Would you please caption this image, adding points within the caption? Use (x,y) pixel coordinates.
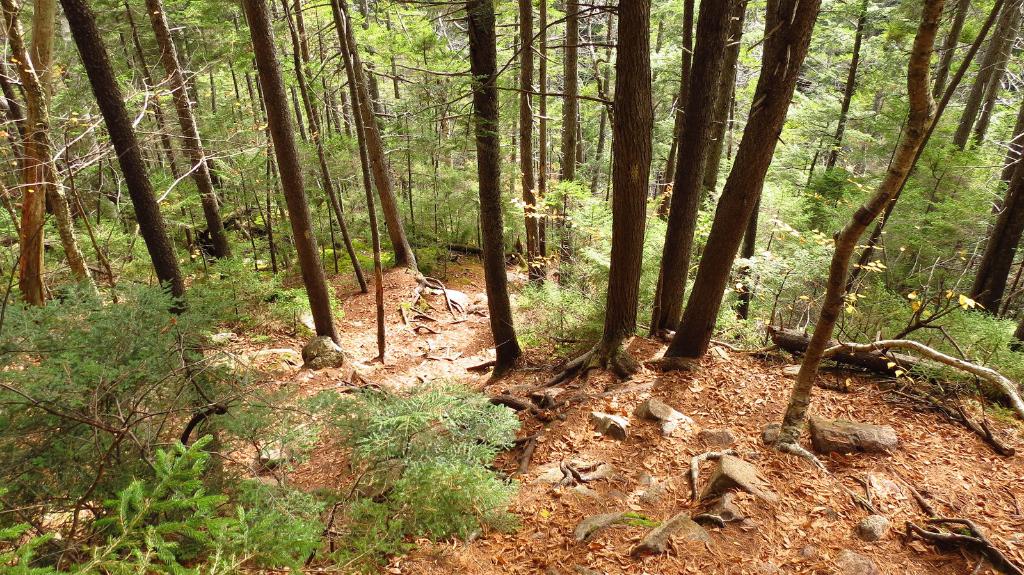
In this image there are trees (711,17). At the bottom of the image (572,514) there are dried leaves (560,549) on the surface (572,558). There are rocks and branches (859,349) of trees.
